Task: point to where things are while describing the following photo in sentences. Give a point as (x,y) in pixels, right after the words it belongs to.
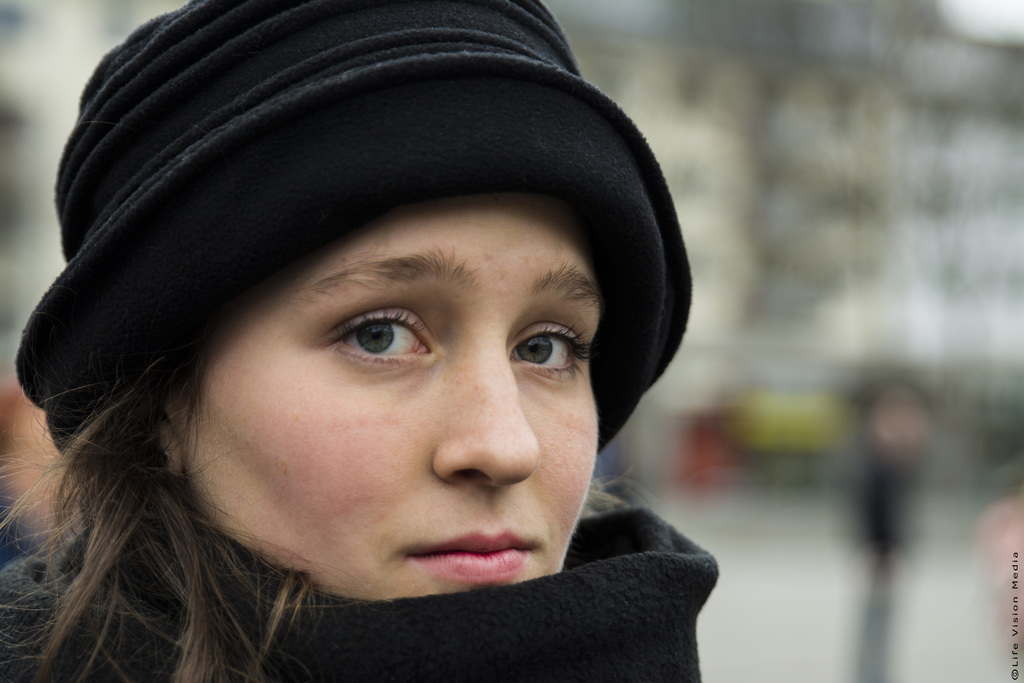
A woman (333,418) is wearing cap (355,182).
